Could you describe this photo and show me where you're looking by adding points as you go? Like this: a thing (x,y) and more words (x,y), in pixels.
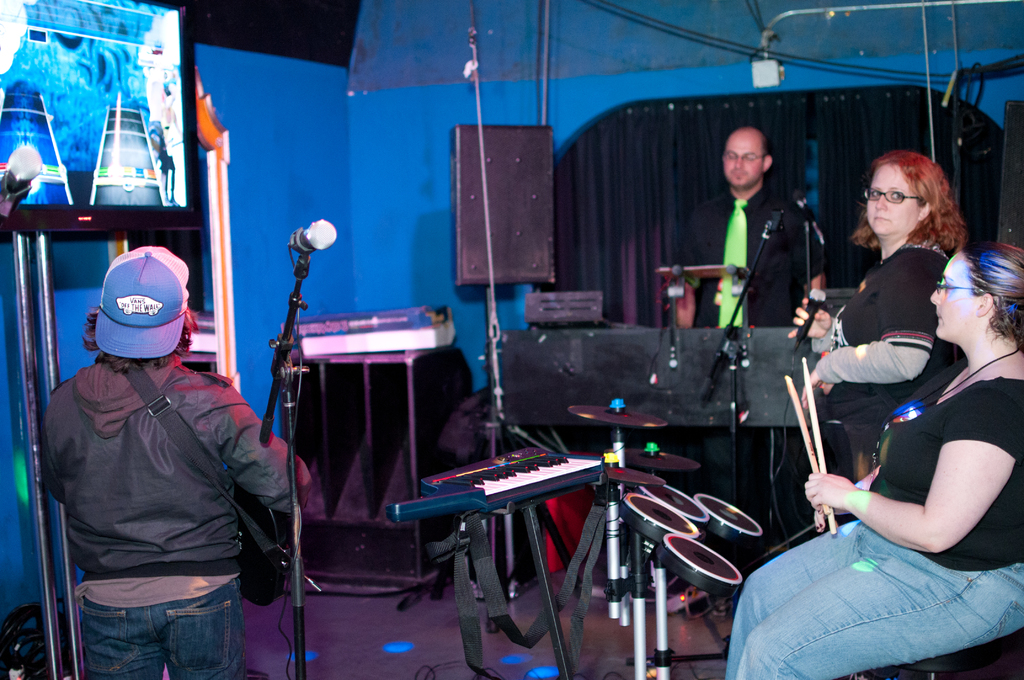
In this picture I can see some people (823,564) in front of musical instruments (686,539), among them one woman (839,335) is holding mike (810,315) and one person (156,371) is wearing cap (115,327) and holding guitar (254,547), side there is a television (55,102), tables (313,358) and around I can see some objects (505,194).
